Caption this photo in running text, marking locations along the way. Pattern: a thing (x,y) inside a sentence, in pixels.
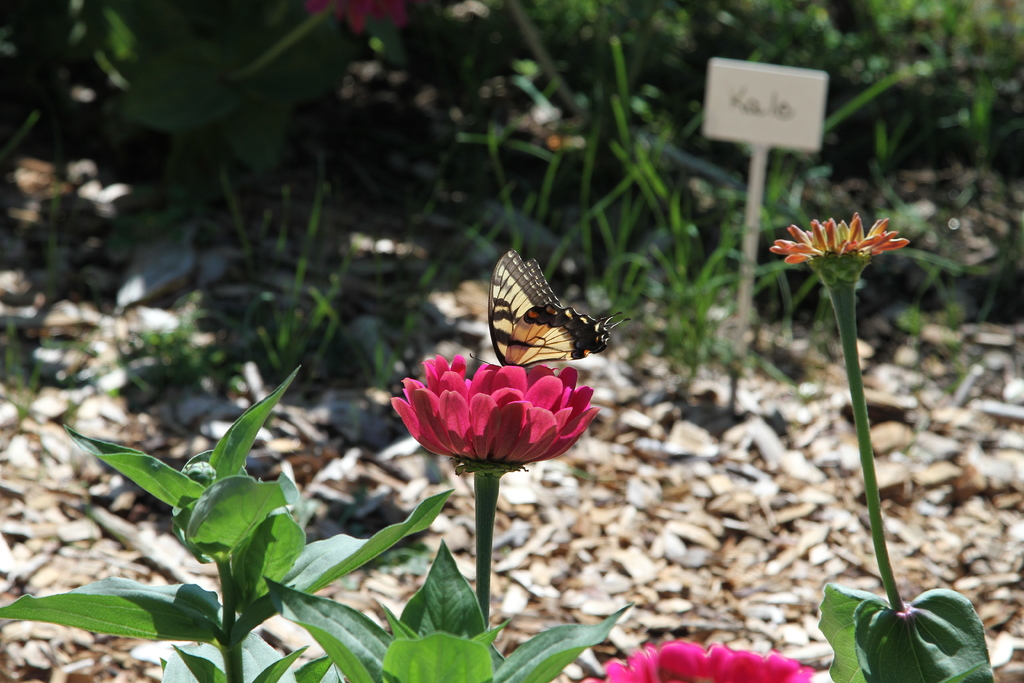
Front we can see plants (637,680) with flowers (858,257). On this flower (538,409) there is a butterfly (527,292). Background (732,79) it is blurry, we can see a board (727,103), grass (673,275) and plants (191,36).
